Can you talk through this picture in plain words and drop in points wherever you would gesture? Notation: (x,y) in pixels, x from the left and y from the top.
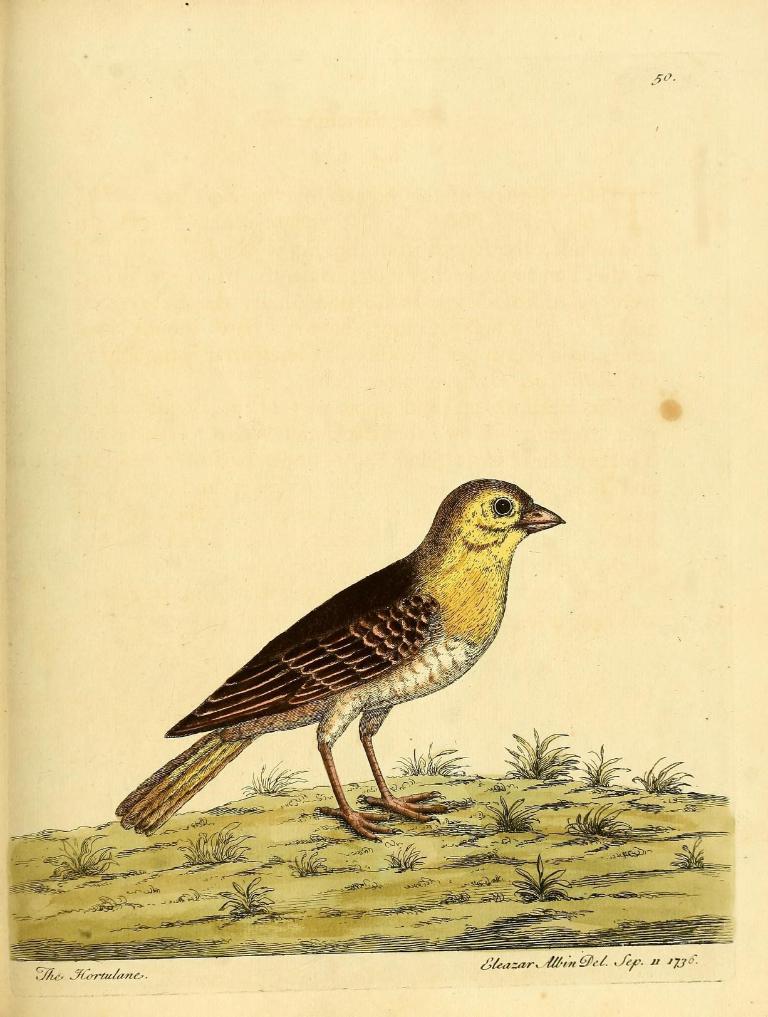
In this image I see a drawing (413,584) of a bird (363,590) which is of maroon, yellow and white in color and I see the ground (591,798) on which there is grass (536,776) and I see the words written over here.
